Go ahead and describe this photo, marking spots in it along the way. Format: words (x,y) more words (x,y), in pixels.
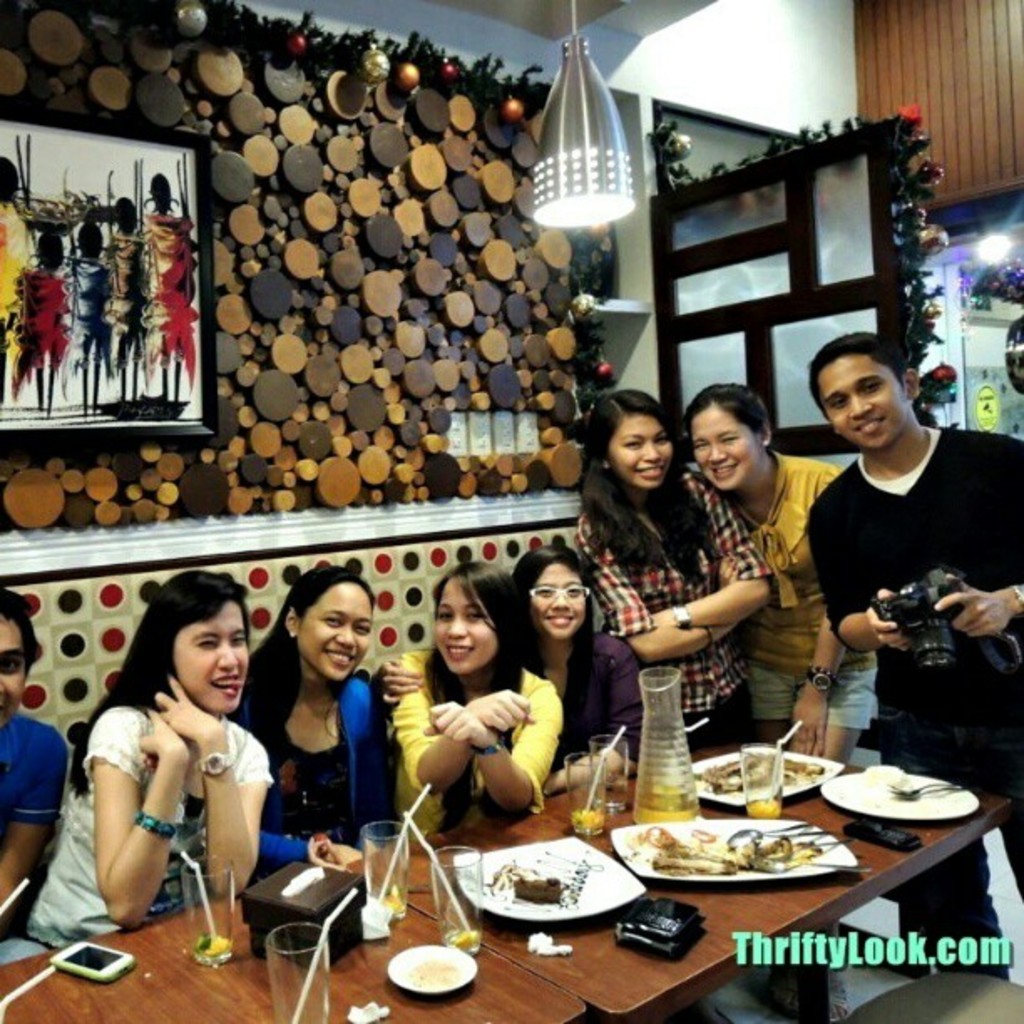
In the image there are few ladies (408,768) sit in front of dining table (645,956) with food (712,844) on it, on right side (887,676) there is a man (921,530) stood holding camera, on ceiling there are lights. this looks like restaurant (813,232).
